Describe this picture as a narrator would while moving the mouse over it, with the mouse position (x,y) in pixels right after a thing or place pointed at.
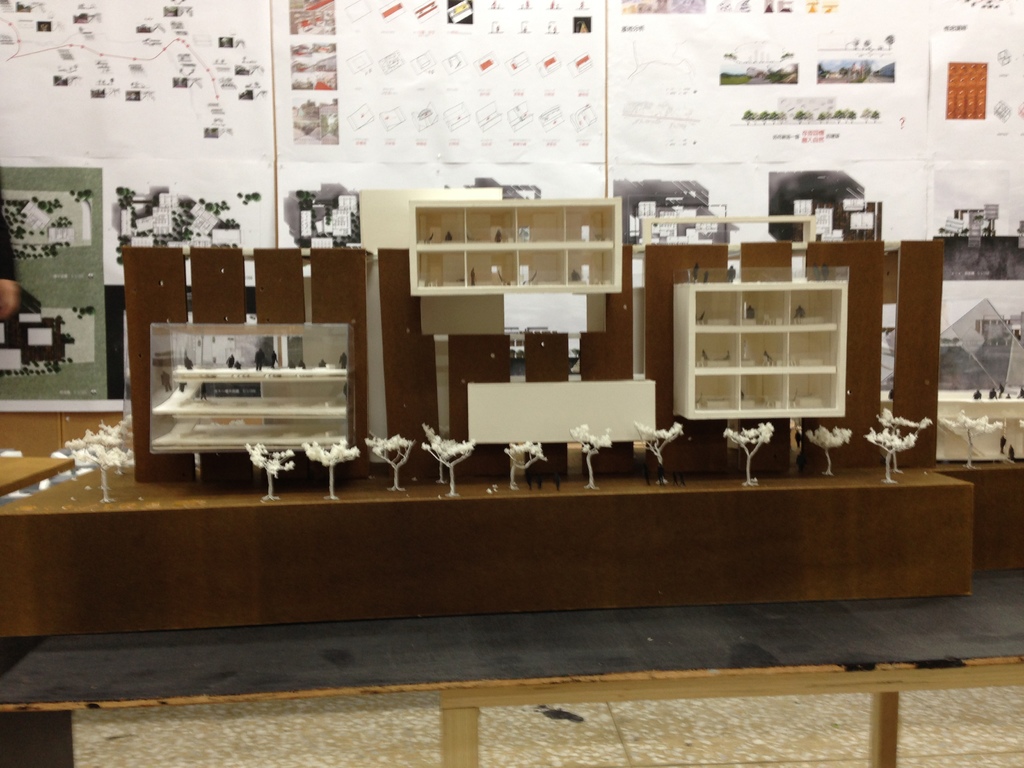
In this image there is an architectural model (530,367) placed on the wooden surface (433,527). In the background (317,143) we can see some informational charts (780,110) with diagrams (786,120) and text (215,112).
